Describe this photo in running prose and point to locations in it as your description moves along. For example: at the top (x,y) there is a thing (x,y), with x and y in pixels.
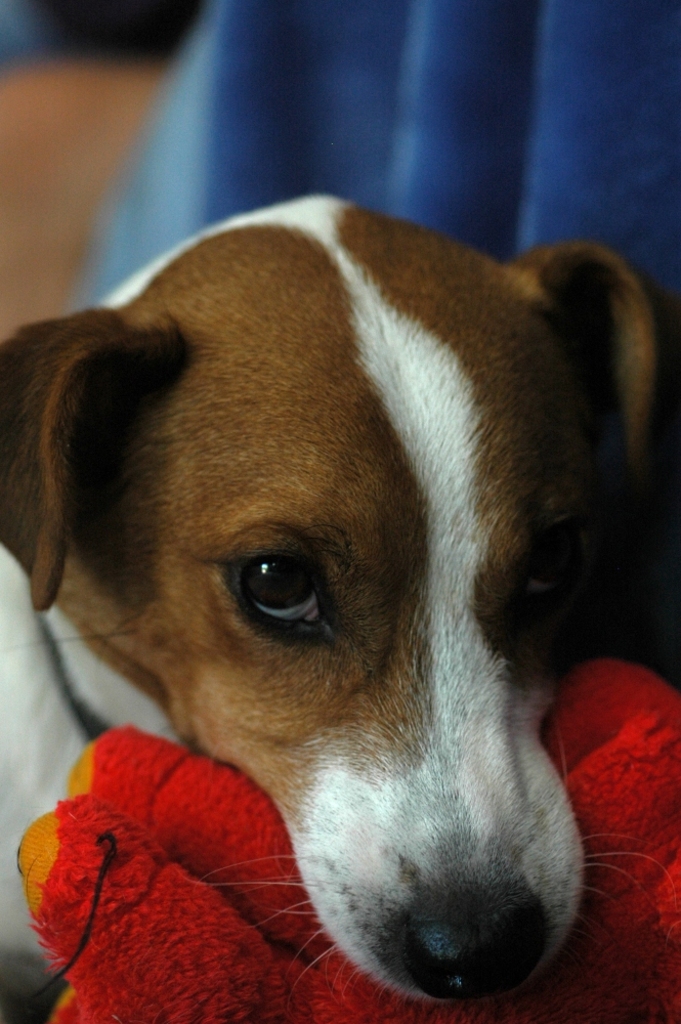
In this picture I can see a dog (267,542), It is white and brown in color and I can see red color cloth (279,927) and in the background (302,159), it looks like a blue color cloth (441,172).
